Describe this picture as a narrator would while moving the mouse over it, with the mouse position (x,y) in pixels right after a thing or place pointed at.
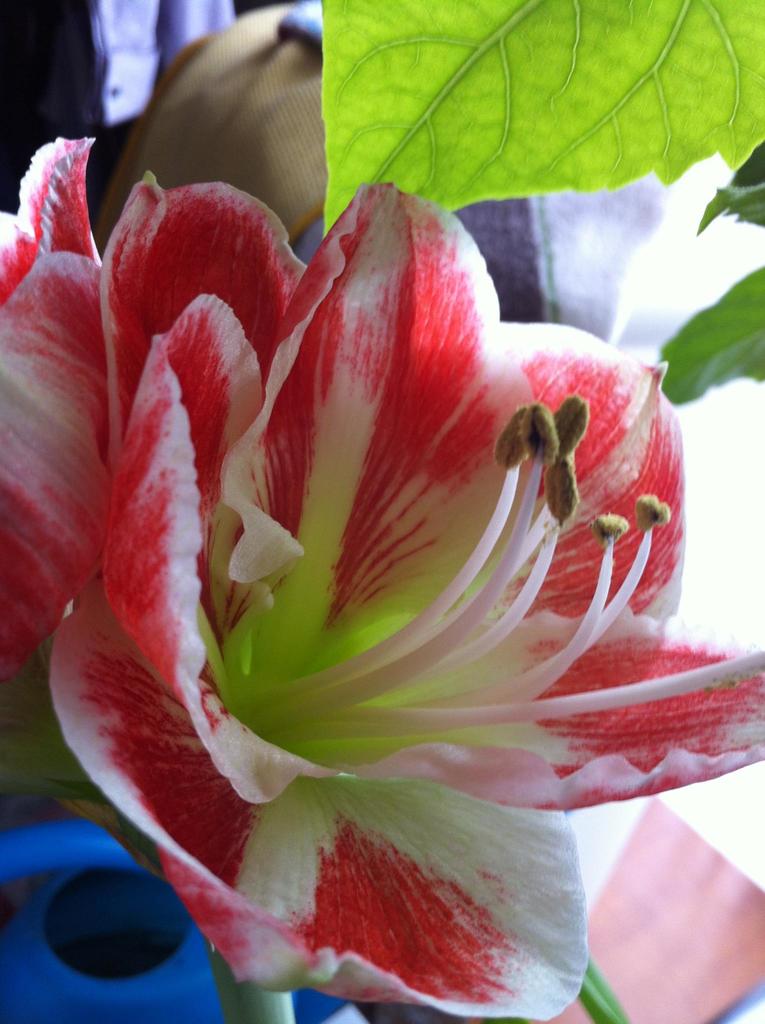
In this image in the front (431,688) there is a flower (320,665) and on top (703,48) there are leaves (746,207). At the bottom of the image (106,963), on the left side (89,948) there is an object (87,947) which is blue in colour. In the background (241,73) there are objects (229,128) which are brown and white in colour.
